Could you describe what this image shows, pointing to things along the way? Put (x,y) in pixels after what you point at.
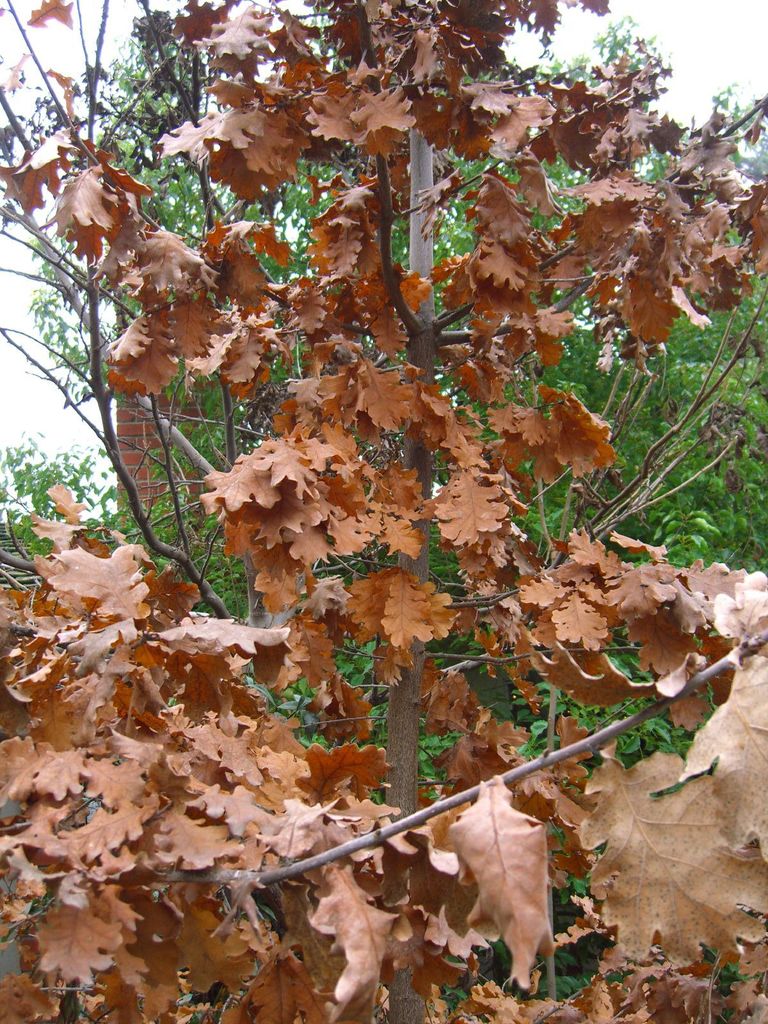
Front we can see a dried plant (551,589) with dried leaves (328,453). Background (549,499) there is a tree (480,409) and brick wall (143,423).
